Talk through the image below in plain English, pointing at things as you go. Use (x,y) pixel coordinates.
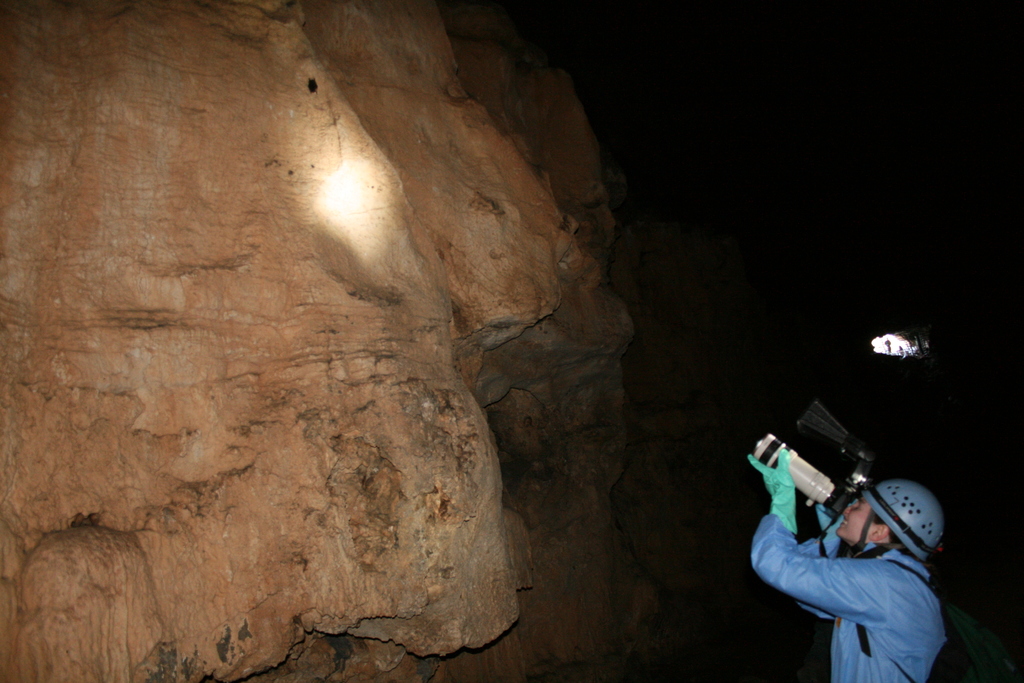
In this picture I can observe a person (845,570) wearing blue color dress (885,590) and helmet (905,520) on his head (877,518). The person (868,529) is holding a camera (815,474) in his hands (828,510). In front of him there is a huge rock (337,474). The background (759,169) is completely dark.
